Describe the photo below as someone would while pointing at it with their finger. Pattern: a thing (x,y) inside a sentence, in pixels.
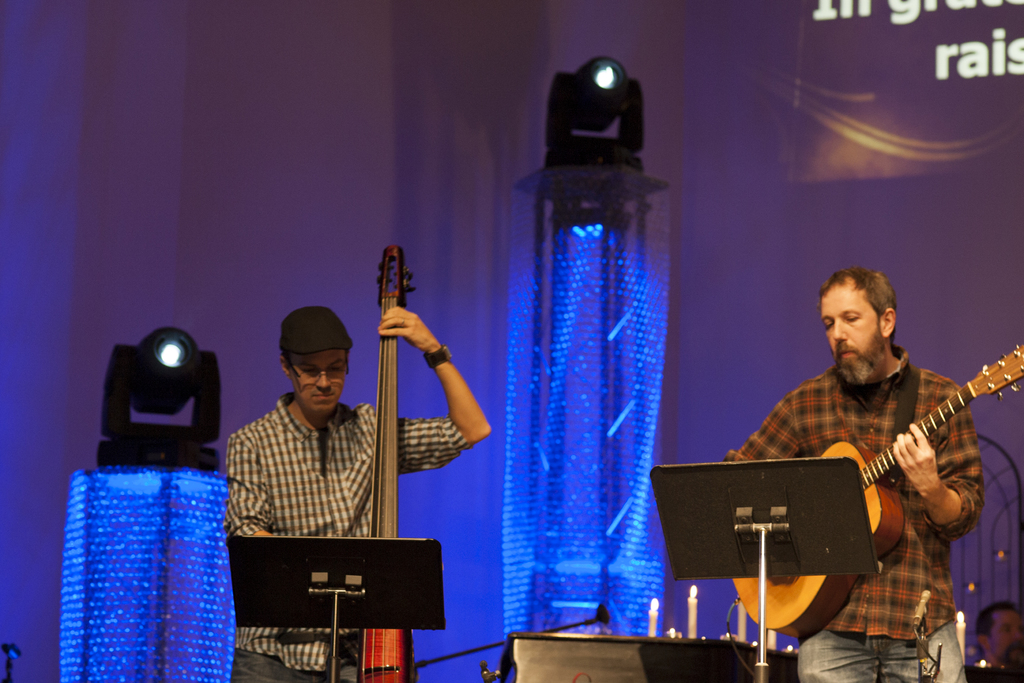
In this picture we can see two persons (256,677) are playing bass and guitar (793,619). This is table (745,654). On the table (520,647) there are candles (744,625). And these are the lights (184,382).
